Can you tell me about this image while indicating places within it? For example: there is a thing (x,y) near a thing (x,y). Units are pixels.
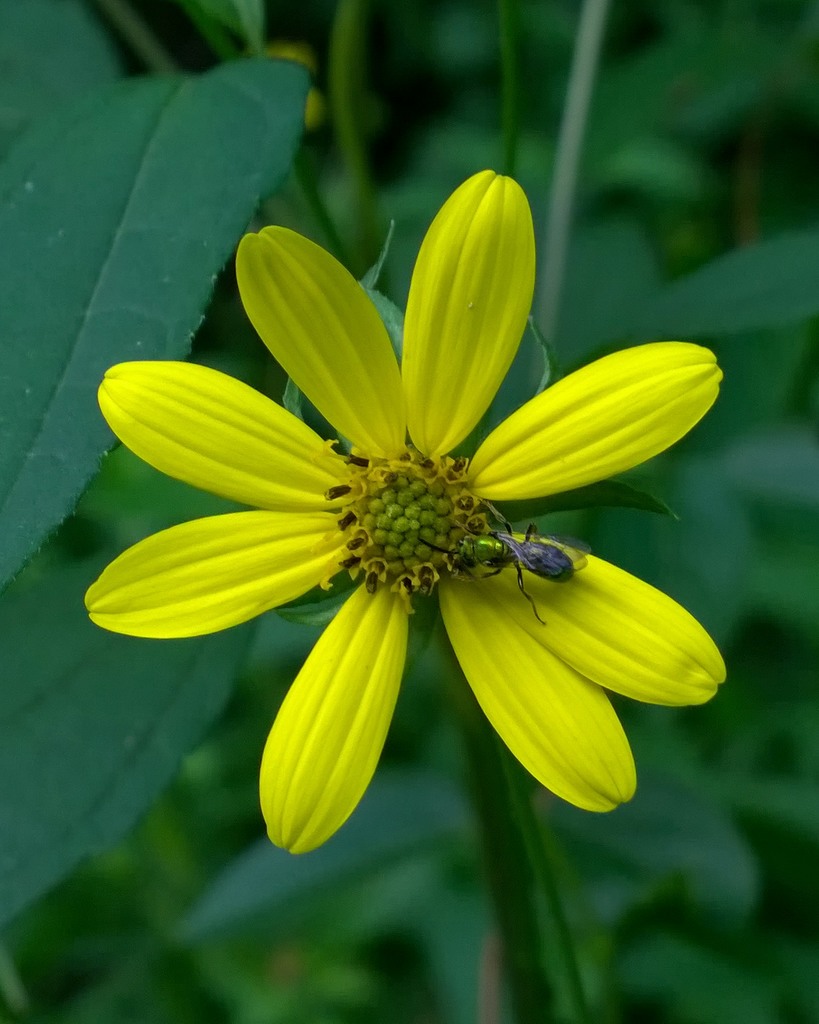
In the picture we can see a flower (348,382) in the plant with yellow color petals (357,754) and on it we can see an insect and under the flower (647,652) we can see some plants (616,3).
